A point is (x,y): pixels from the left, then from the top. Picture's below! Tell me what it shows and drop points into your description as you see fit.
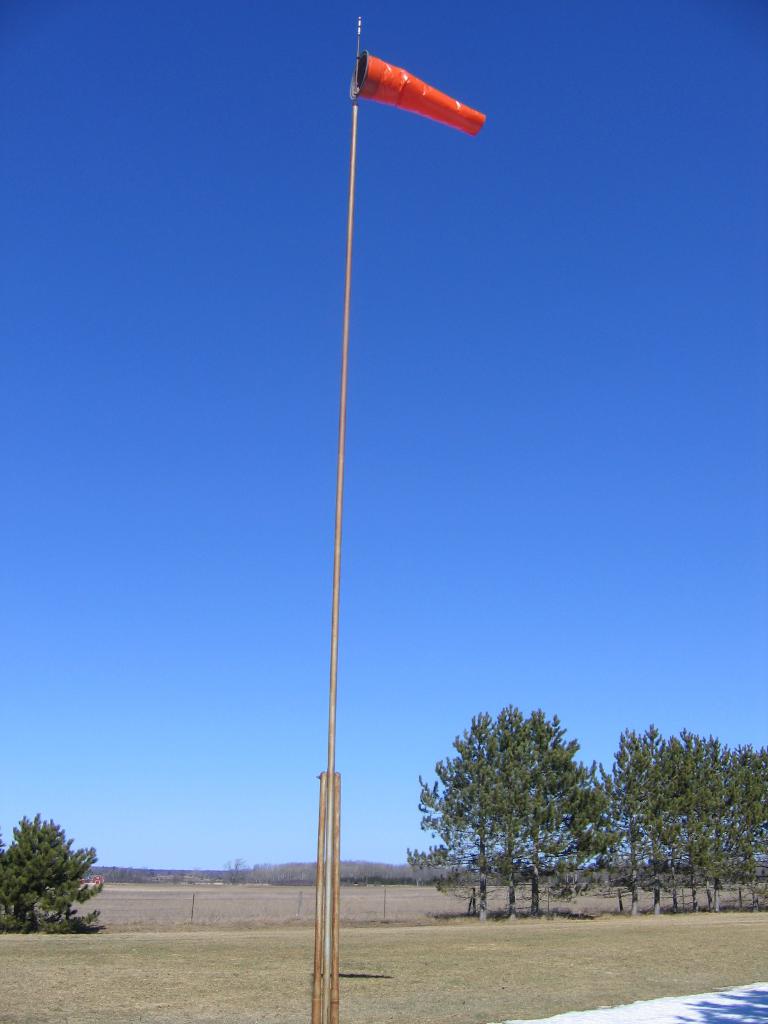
As we can see in the image there are trees (61,872) and at the top (264,238) there is sky (373,304). There is pole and fence (237,905).
